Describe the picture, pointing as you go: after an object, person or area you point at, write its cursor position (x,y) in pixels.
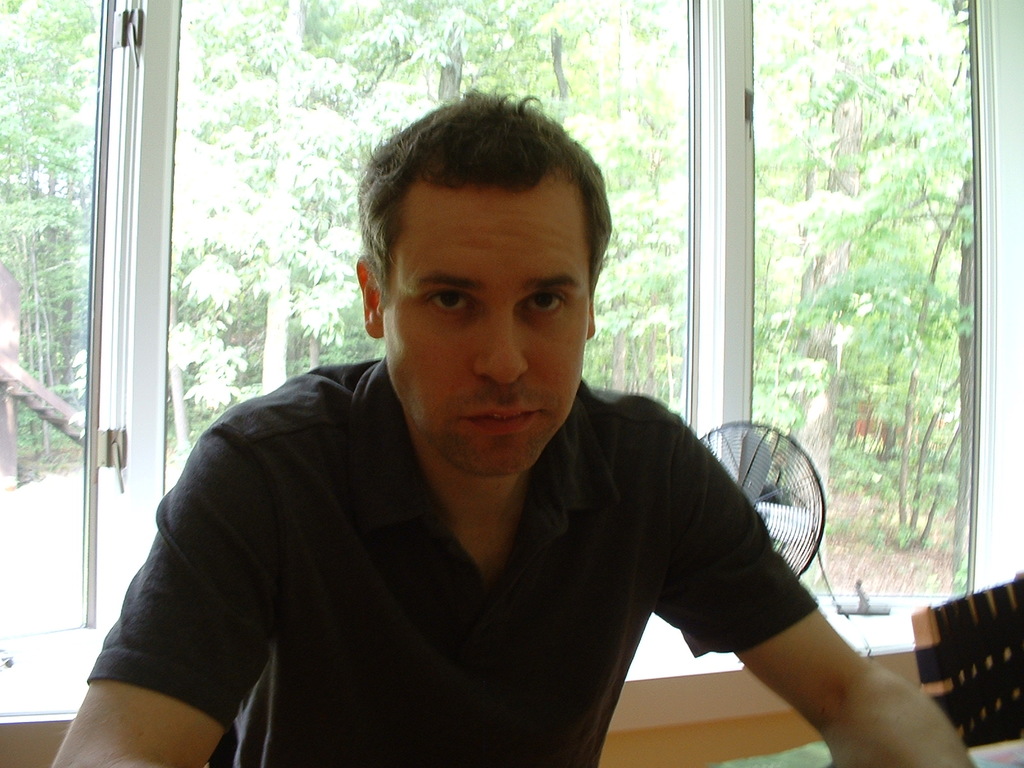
In the picture we can see a man (180,686) sitting near the desk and he is in black T-shirt (745,558) and behind him we can see a glass wall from it, we can see many trees (21,108) and near the glass (51,557) we can see a table fan (772,505).
